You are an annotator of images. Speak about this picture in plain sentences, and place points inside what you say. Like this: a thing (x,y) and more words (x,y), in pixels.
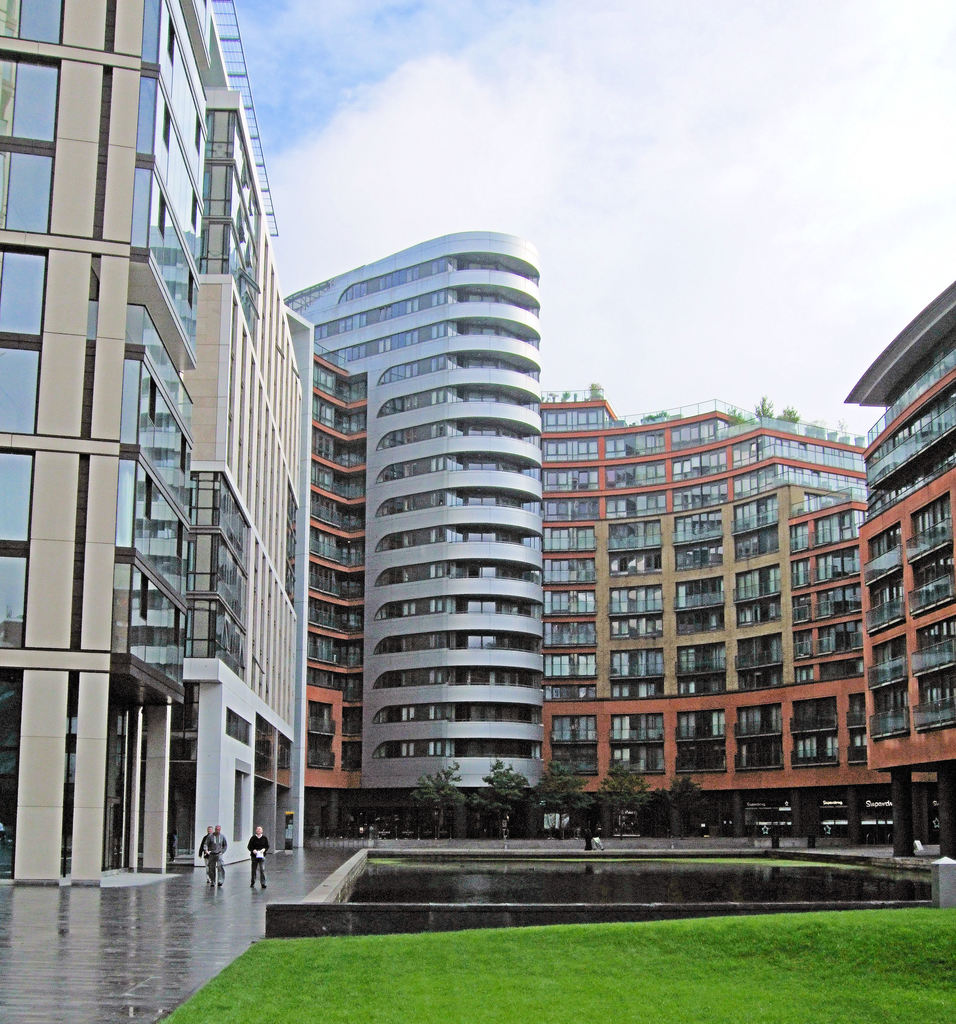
This picture is clicked outside. In the foreground (727,973) we can see the green grass (610,969) and there are some persons (221,839) walking on the ground (217,889) and we can see the trees (506,796) and buildings (581,513). In the background (616,81) there is a sky (679,69).
